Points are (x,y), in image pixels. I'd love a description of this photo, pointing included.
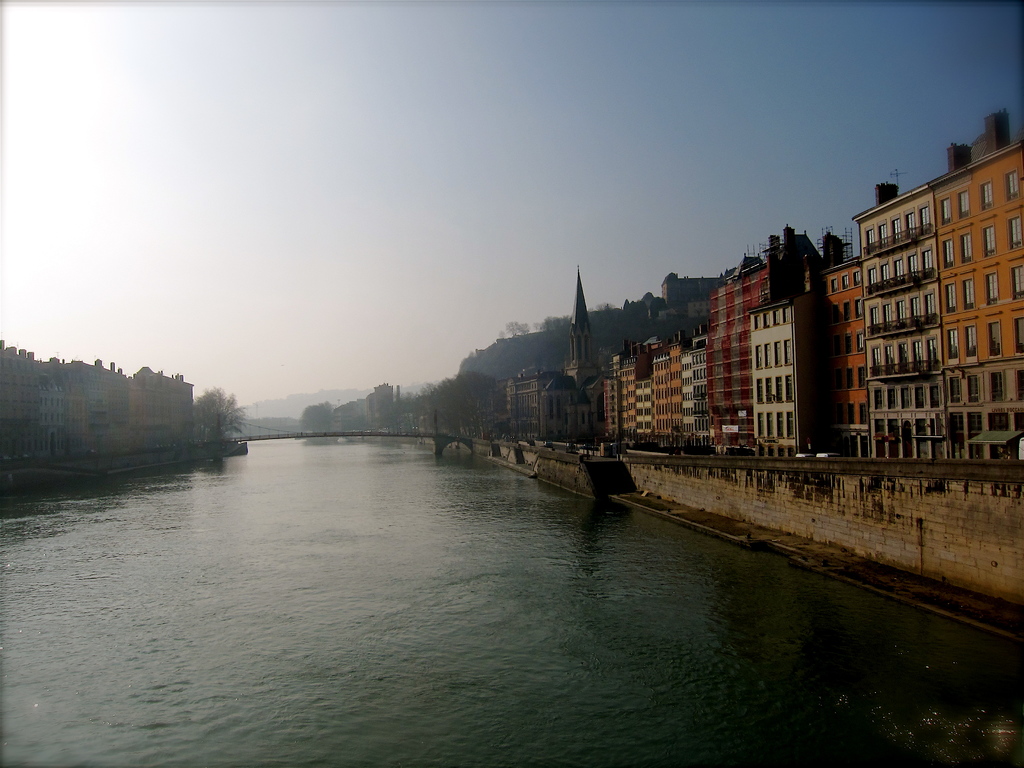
In the picture we can see the water (581,643) on either sides of the water (530,673) we can see path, trees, buildings (130,386) with windows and glass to it and in the background (300,407) we can see hills (556,362) and sky (172,175).
